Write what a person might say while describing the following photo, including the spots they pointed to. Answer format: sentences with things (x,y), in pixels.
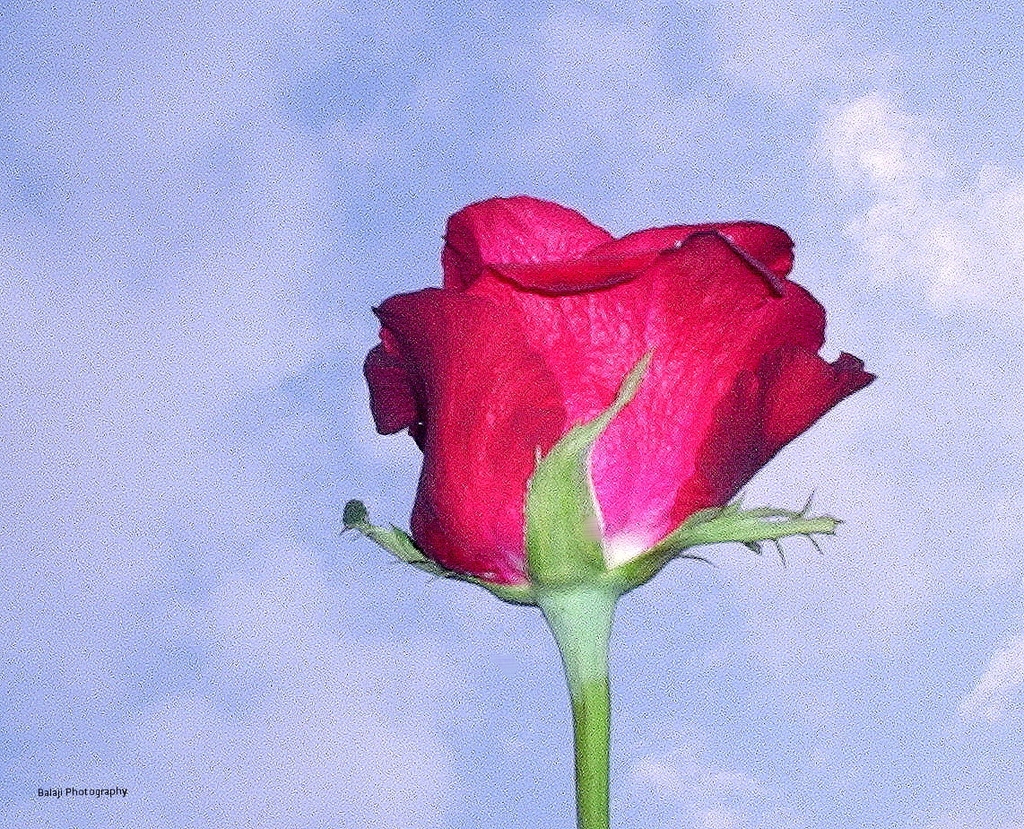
In this image we can see the painting (530,424) of a rose flower (558,565) and in the background (373,480) clouds (288,351) in the sky (228,730).
